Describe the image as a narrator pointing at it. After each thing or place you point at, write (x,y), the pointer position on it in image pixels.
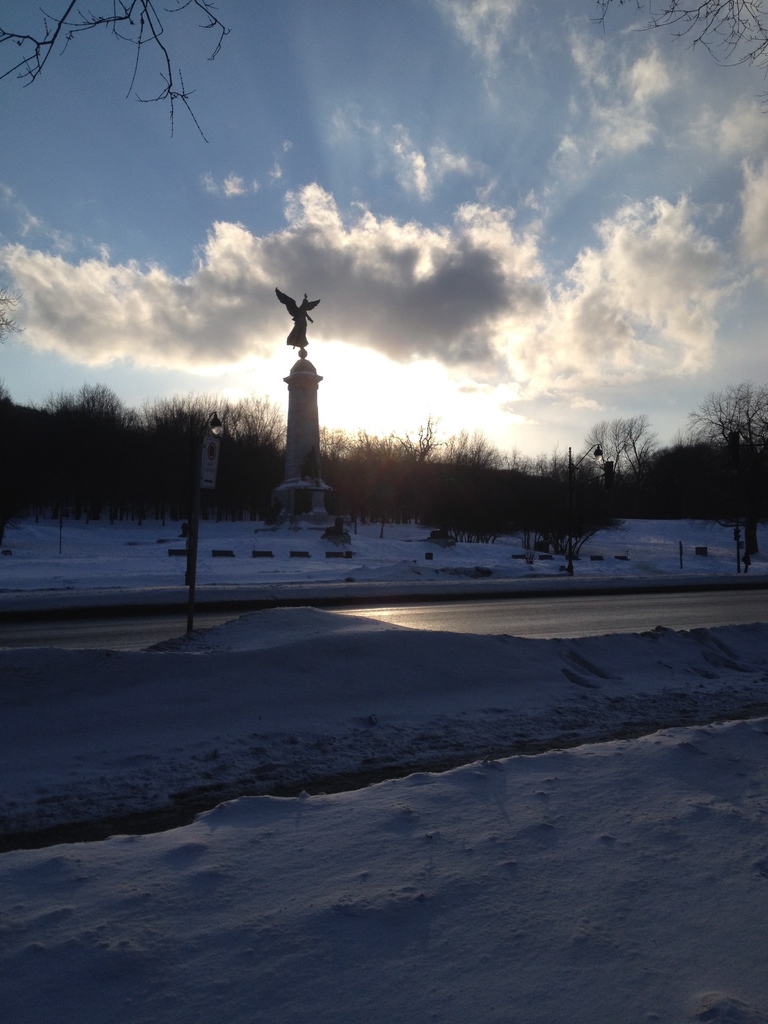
In this picture I can observe some snow (275,826) on the land (334,648). There are some trees (218,479). I can observe a statue (289,303) in the middle of the picture (309,428). In the background (319,208) I can observe some clouds (338,287) in the sky (332,123).
